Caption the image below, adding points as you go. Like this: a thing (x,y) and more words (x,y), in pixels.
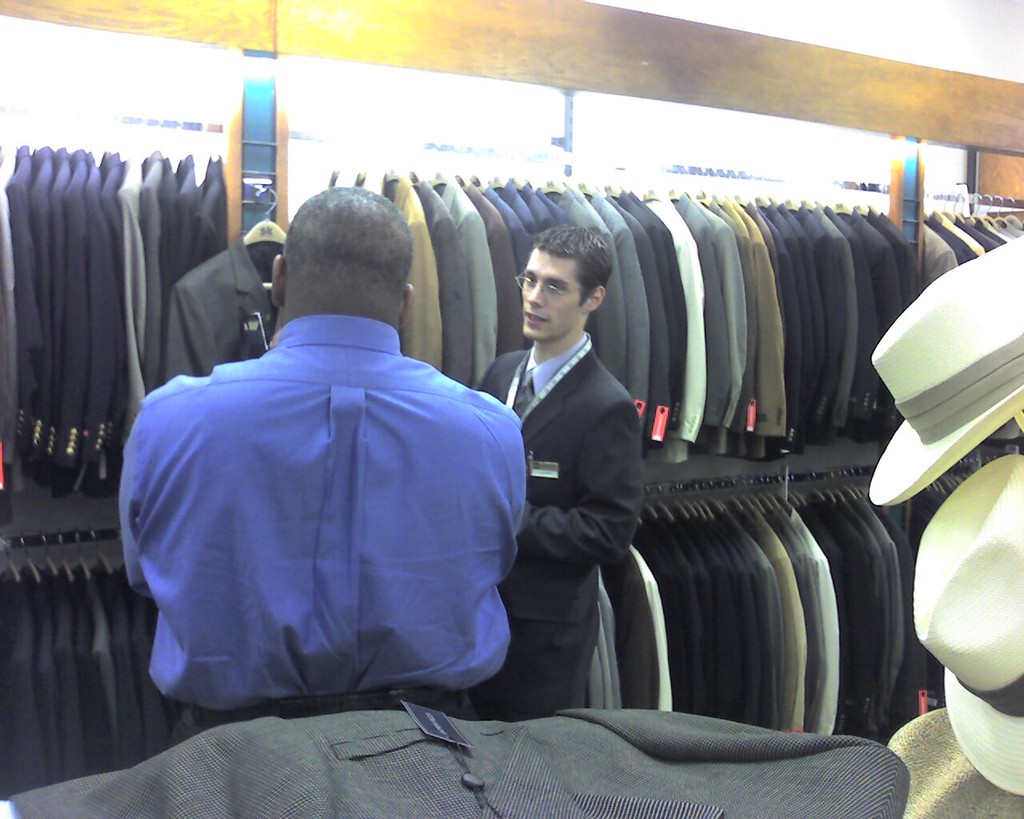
In this image I can see two persons (601,274) are standing on the floor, clothes (623,279), hats (982,612) and suits (712,320) are hanged in a shelves (577,80). In the background (930,154) I can see a wall (930,174), lights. This image is taken may be in a shop (827,51).
